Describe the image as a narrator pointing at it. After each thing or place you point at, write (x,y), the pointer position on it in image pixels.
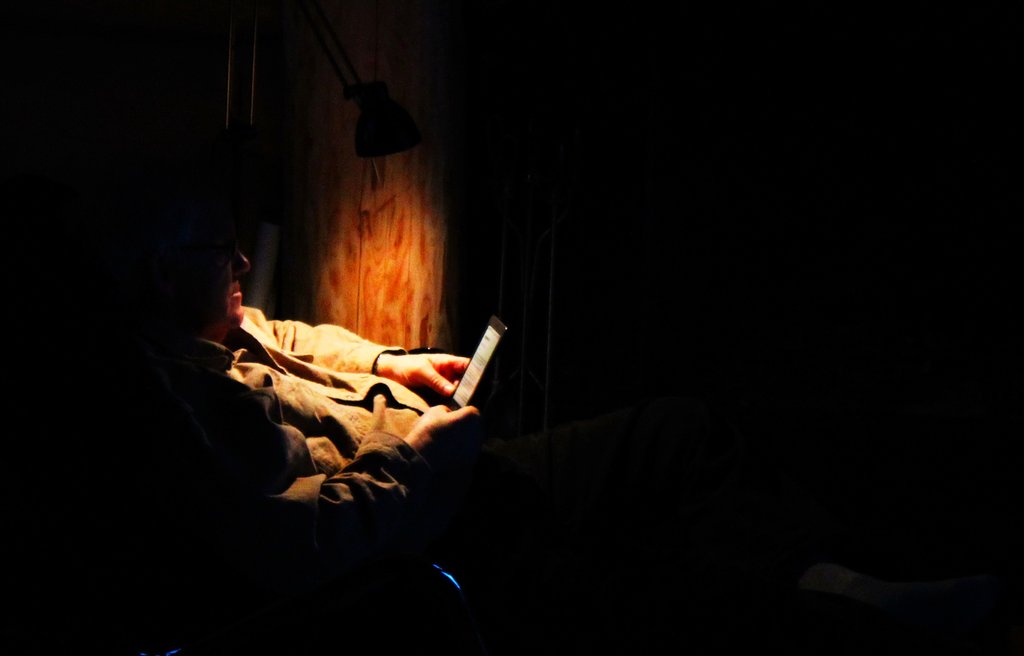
In the image we can see the corners of the image is dark. There is a person (305,380) wearing clothes (327,388) and holding a device (465,379) in hand (452,380). Here we can see the lamp (373,148).
